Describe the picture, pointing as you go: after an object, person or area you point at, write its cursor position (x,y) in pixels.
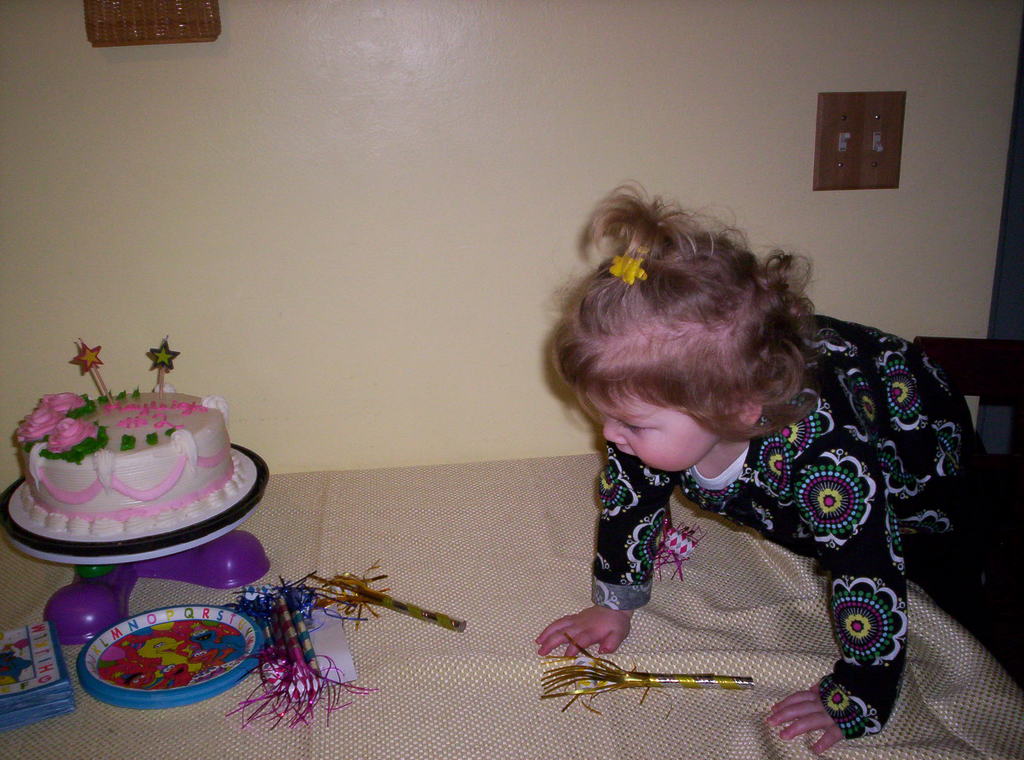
In this picture we can see a cloth (447,684) and on the cloth (376,700) there is a cake (98,484), plate (111,630) and some objects (315,622). On the right side of the image (789,513), there is a girl (696,490) and it looks like a chair (978,379). Behind the girl (649,409), there are some objects (830,152) on the wall (856,196).
